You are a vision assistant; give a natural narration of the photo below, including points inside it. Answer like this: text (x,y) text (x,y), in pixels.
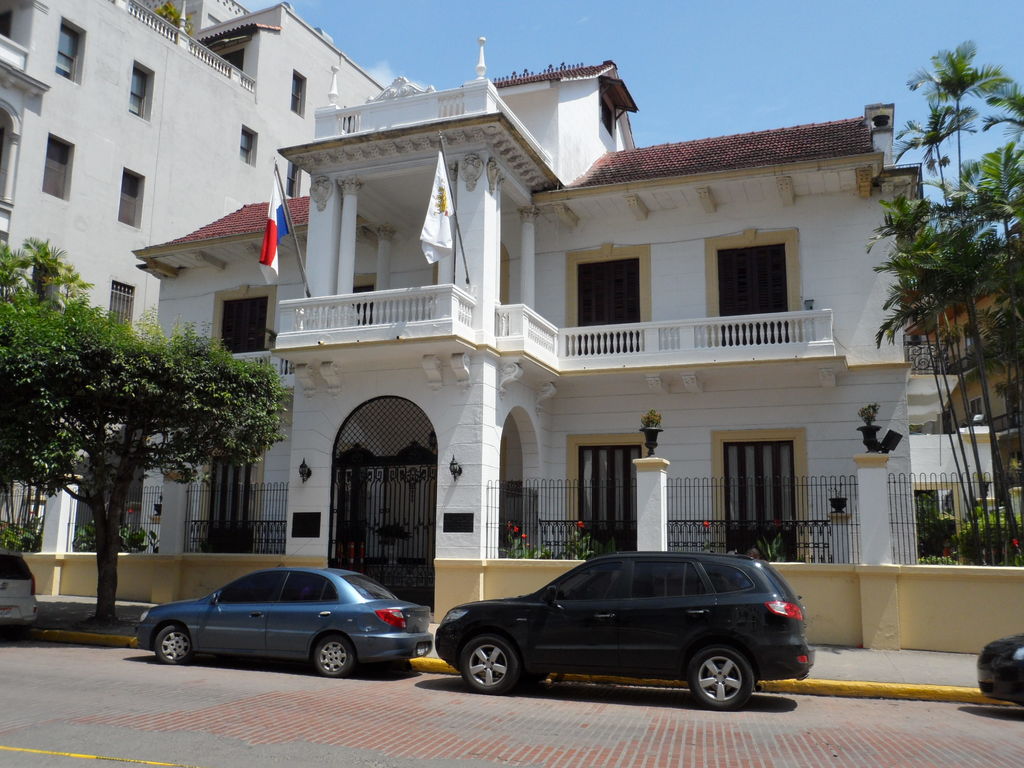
In this picture we can see few cars (459,615) on the road (474,706), beside to the cars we can find few trees (896,287), fence (211,522) and few buildings (232,167), and also we can find few flags (425,232).
